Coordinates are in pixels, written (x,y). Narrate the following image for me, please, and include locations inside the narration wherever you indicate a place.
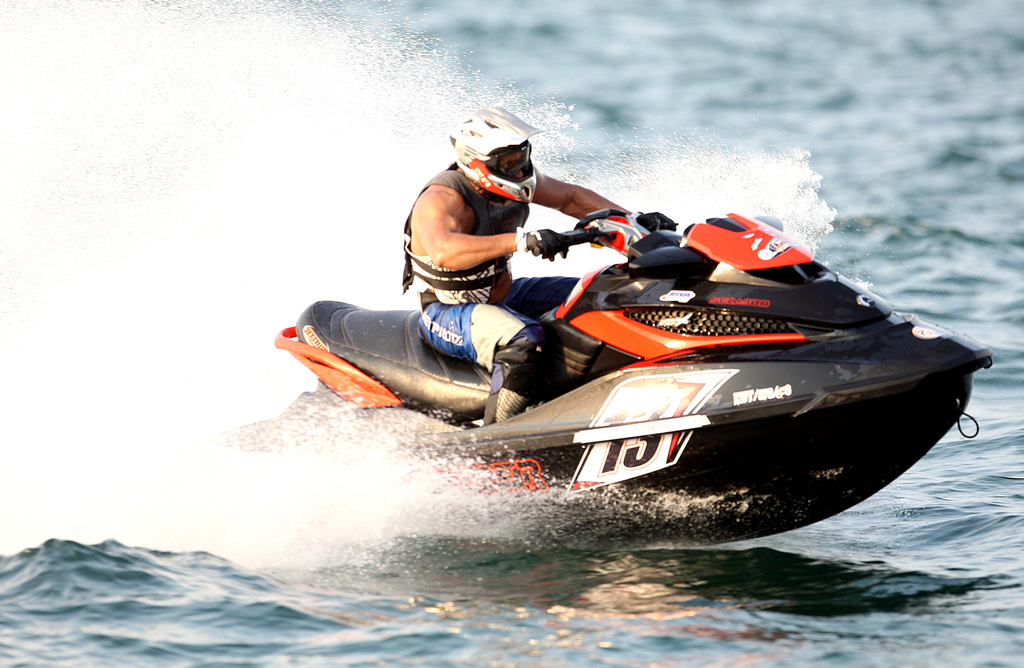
In the center of the picture (452,237) is a person (452,254) riding a jet ski (559,359). In this picture there is a water body (682,119).
